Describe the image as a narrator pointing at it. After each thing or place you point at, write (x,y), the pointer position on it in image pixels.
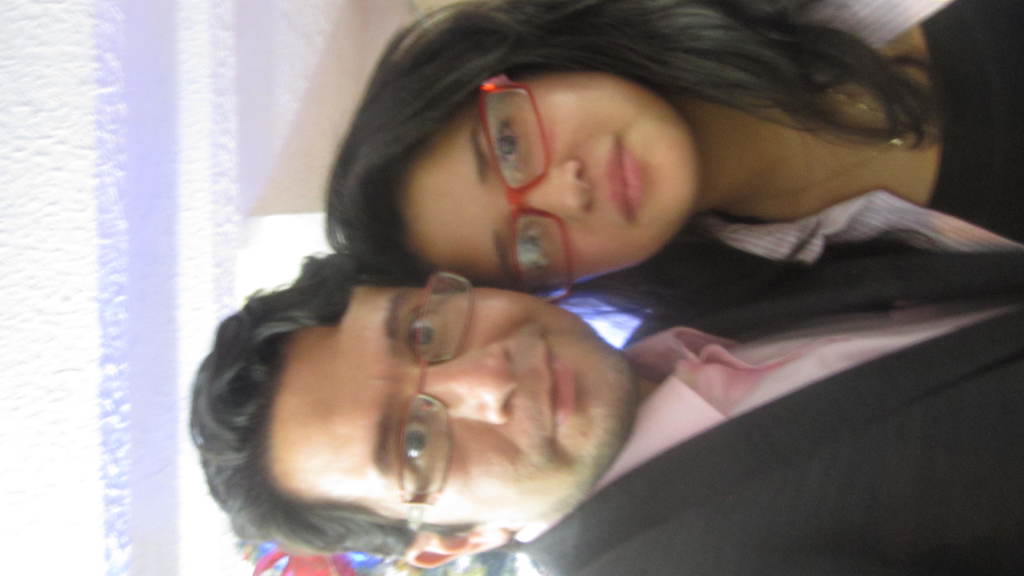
In this image we can see a man (562,401) and a woman (619,245) wearing the glasses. In the background (150,290) we can see the wall (176,339).
